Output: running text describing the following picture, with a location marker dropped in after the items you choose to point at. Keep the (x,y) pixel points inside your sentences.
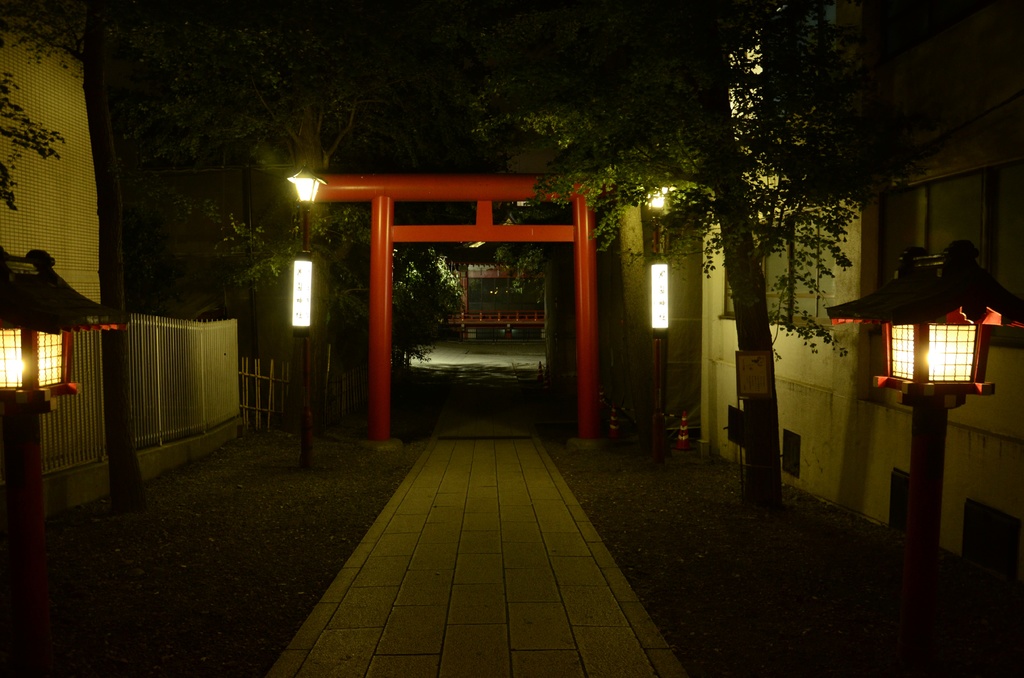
In this picture we can see an arch (387,240), path (550,467), light poles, trees (765,244), fence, traffic cones (613,432), buildings (569,285), windows (1014,252) and some objects (971,246).
